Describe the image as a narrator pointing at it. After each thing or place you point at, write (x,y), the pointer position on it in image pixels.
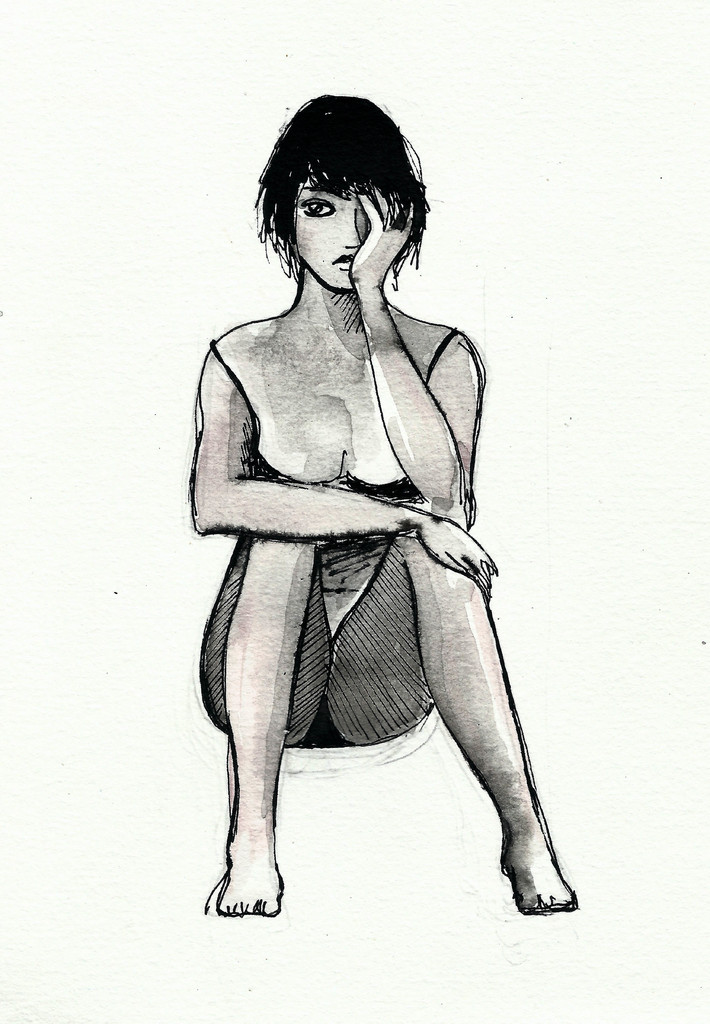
In this image we can see sketch (355,611) of a person (342,382) sitting and a white background (81,487).
